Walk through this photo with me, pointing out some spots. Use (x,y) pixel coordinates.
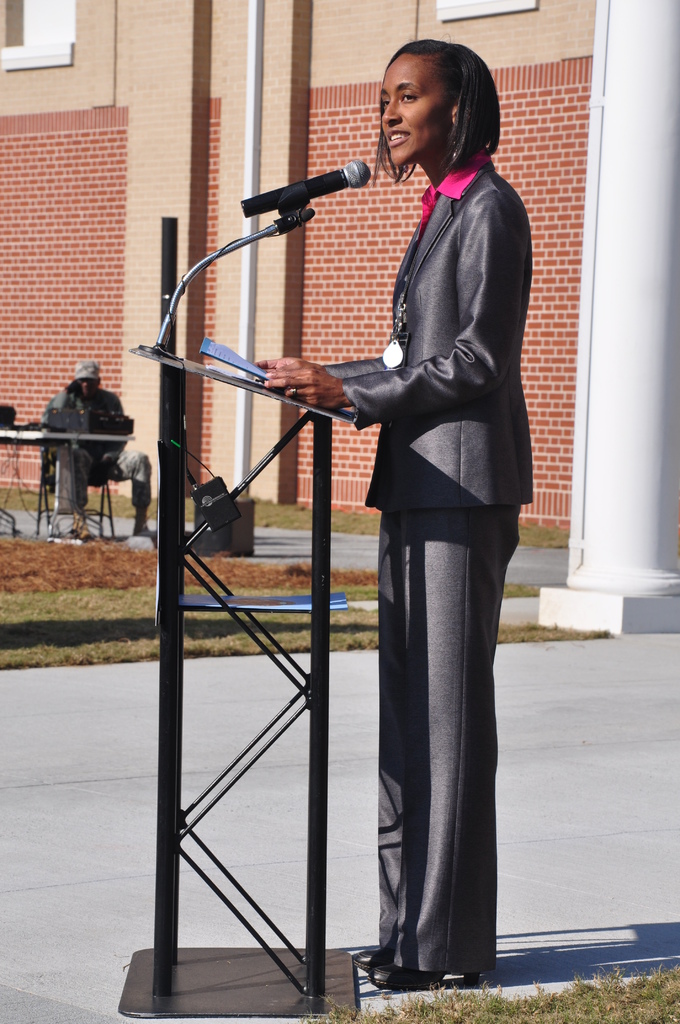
In this picture there is a woman (497,240) standing and talking and she is holding the paper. There is a microphone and there is a paper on the podium (320,629). At the back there is a man (134,497) sitting behind the table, there are objects (64,417) on the table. There is a building (10,331) and pillar (593,386). At the bottom (234,908) there is an object (273,455) on the pavement (301,758) and there is grass (131,594).
